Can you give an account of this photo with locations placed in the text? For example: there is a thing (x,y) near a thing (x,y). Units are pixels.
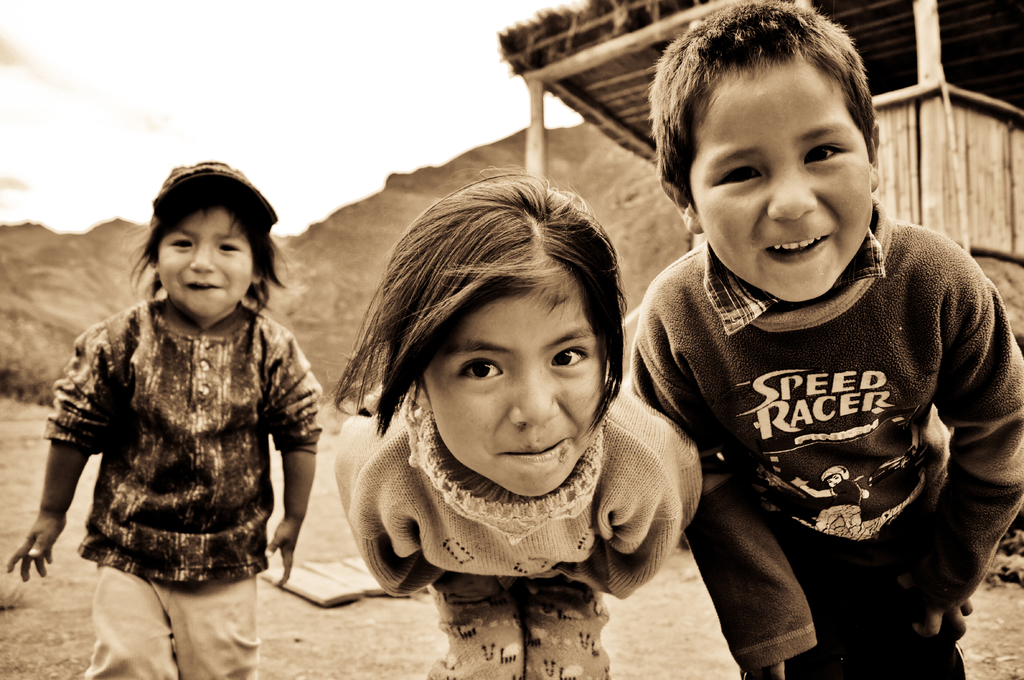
In this image I can see 3 children (481,404) in the front (546,426). There is a shack (543,109) and mountains (651,241) at the back (993,3). There is sky (256,40) at the top (183,29).
